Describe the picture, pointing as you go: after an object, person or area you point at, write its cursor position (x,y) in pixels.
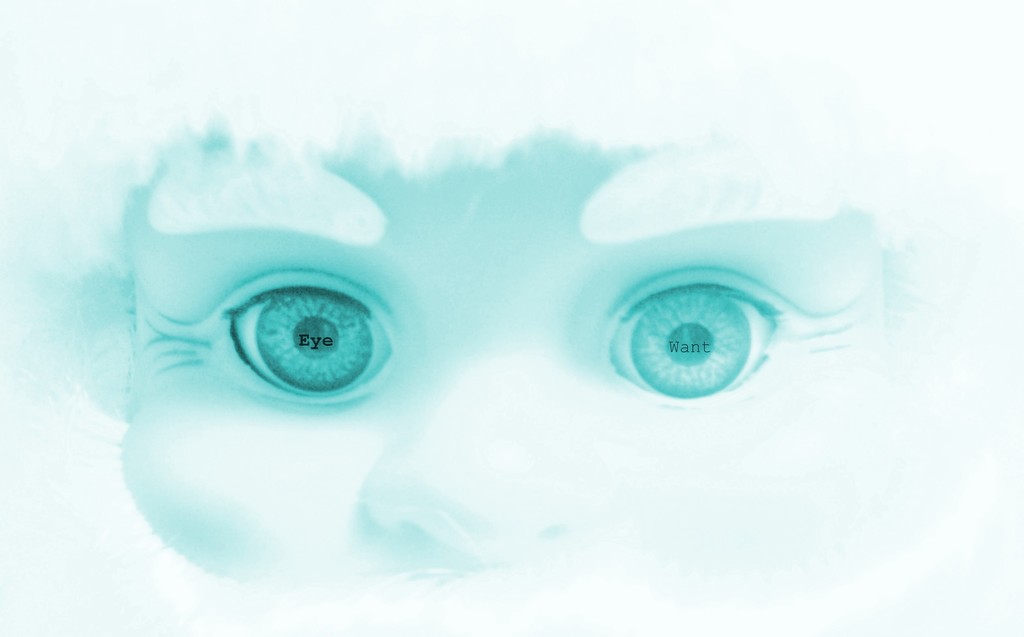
In this picture we can see a person (60,477).
